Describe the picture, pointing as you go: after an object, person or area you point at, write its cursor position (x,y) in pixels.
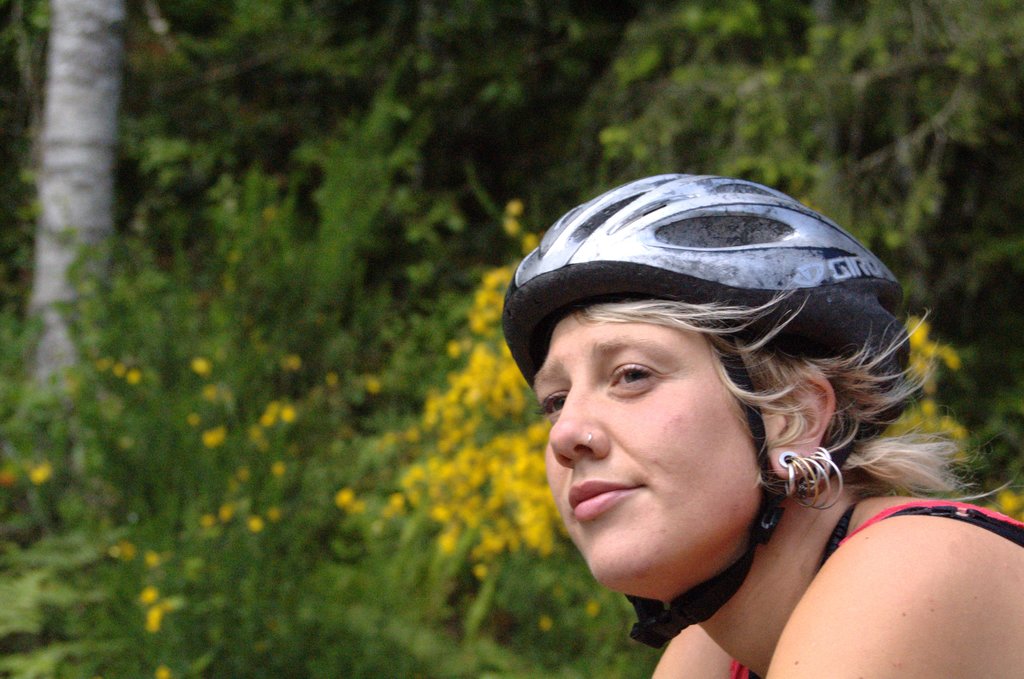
In the picture I can see a woman (628,439) on the right side (735,327) and there is a helmet (700,288) on her head (652,306). I can see the trunk (61,138) of a tree (47,84) on the top left side of the picture (93,52). In the background (250,237), I can see the flowering plants (465,358) and trees (227,81).
